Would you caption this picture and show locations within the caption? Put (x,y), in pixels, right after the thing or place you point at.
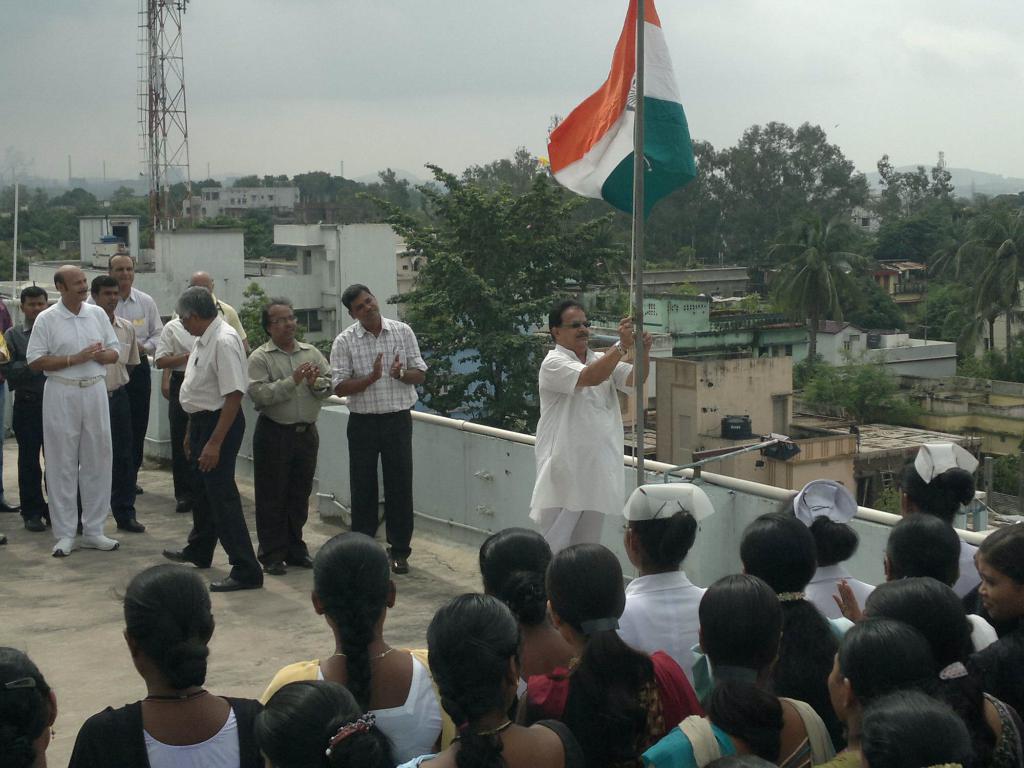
In this image we can see the mountains (68,184), one flag (651,83), one ladder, one water tank (741,427), so many poles (639,460), some objects (779,447) are on the surface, one antenna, so many buildings (766,457) and so many trees (888,492). At the top of the building (635,477) so many people (107,319) are standing, one person (585,407) is holding flag thread (633,330) and at the top (470,69) there is the sky (452,71).
